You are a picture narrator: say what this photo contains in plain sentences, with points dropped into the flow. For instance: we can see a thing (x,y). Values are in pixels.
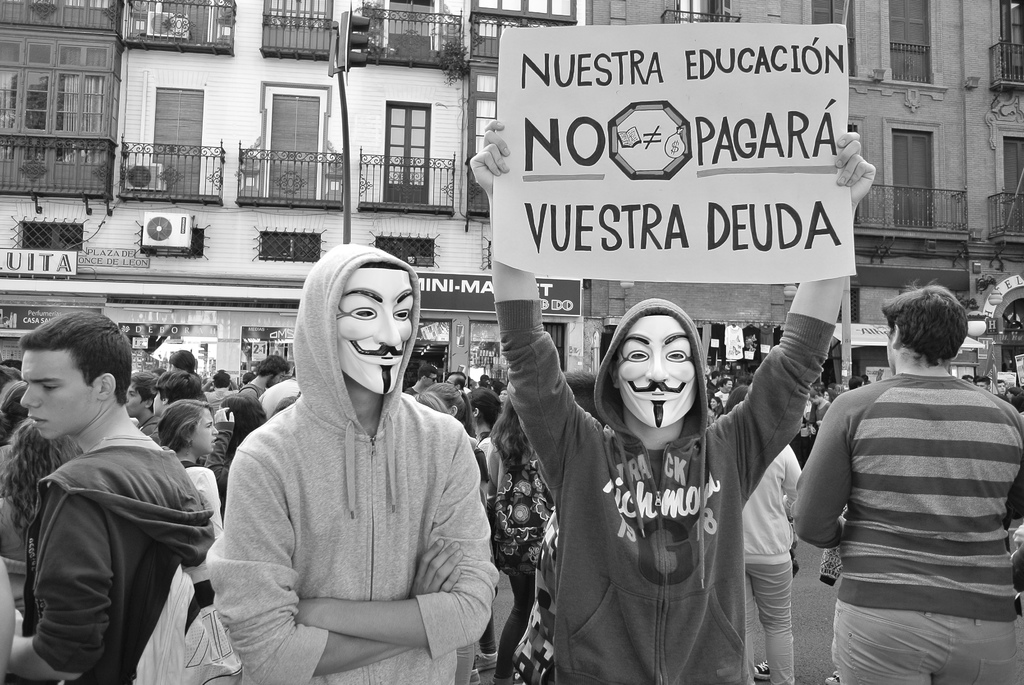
In the foreground (956,514) I can see a crowd (582,418) on the road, posters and few of them are wearing mask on their faces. In the background (192,183) I can see buildings (405,257), shops (209,307), windows (406,243) and so on. This image is taken may be during a day.
